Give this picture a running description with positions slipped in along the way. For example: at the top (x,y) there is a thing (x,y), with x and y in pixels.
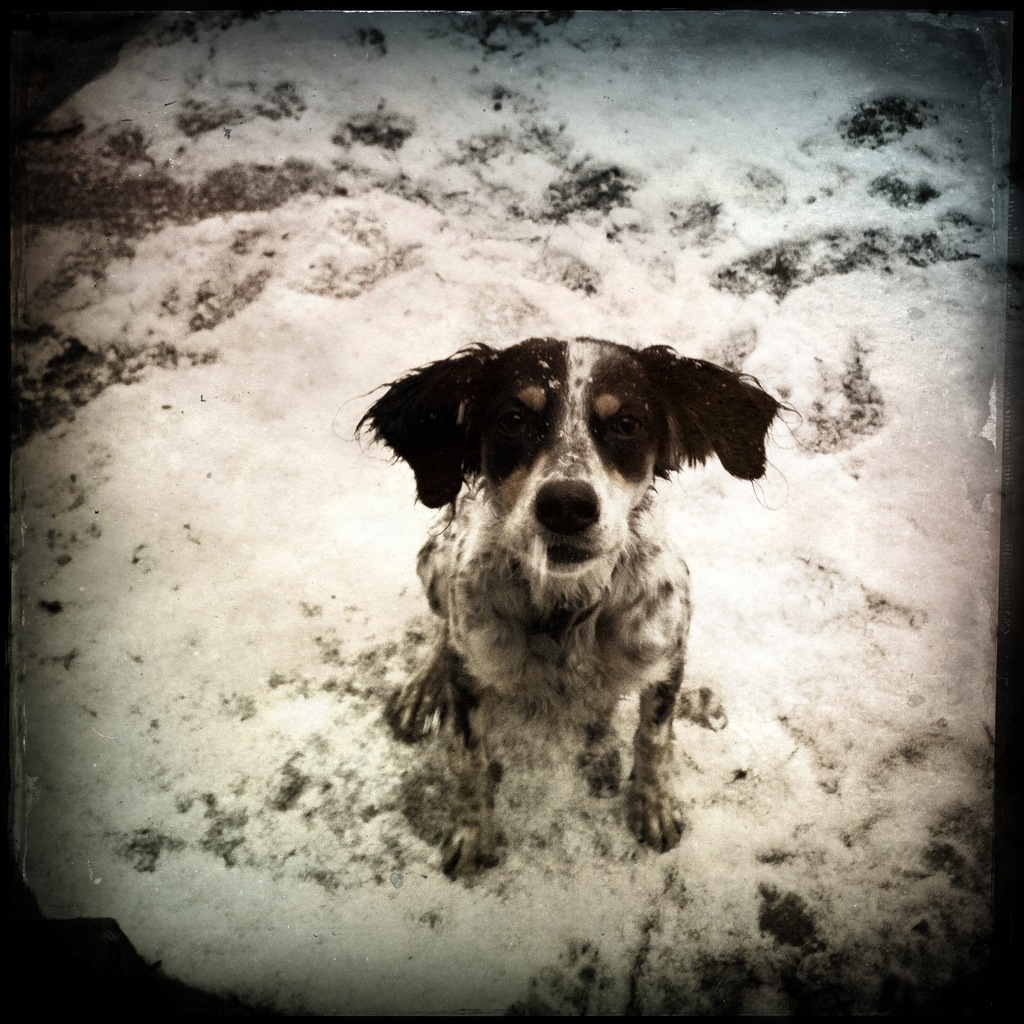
This is an edited image. Here I can see a dog (571,606) is sitting on the snow (279,690) and looking at the picture.
